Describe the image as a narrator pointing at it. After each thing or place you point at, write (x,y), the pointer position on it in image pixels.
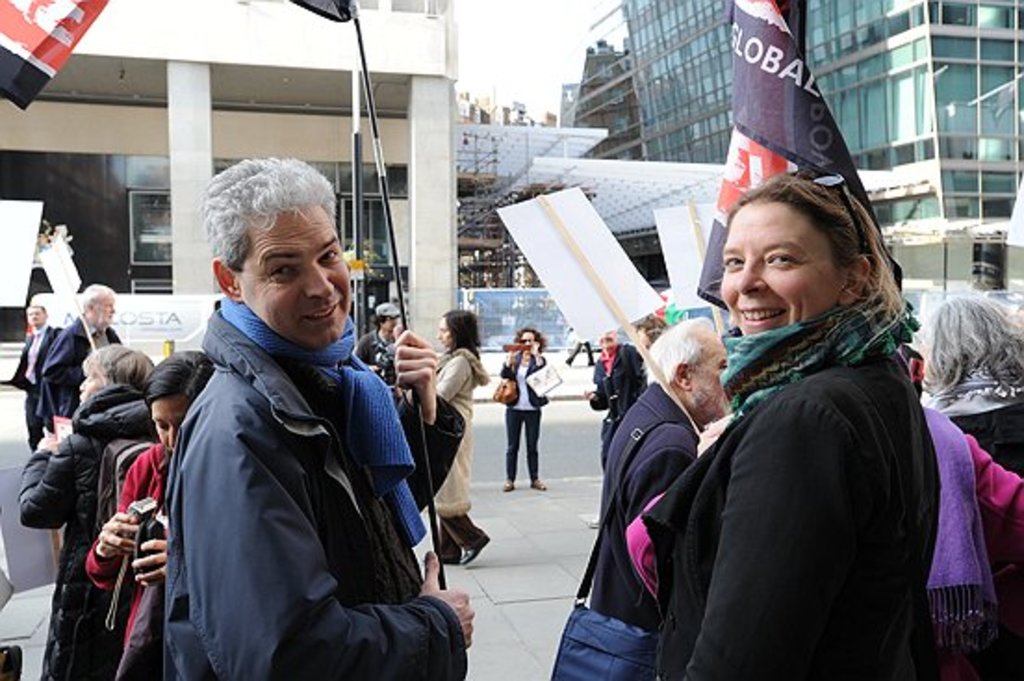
There are many people (359,408). Person (443,460) in the front (438,459) is wearing a scarf (381,388) and holding something. In the background (346,134) there are many buildings (435,122) with pillars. Some are holding placards (579,292). Also there is a road (580,415).
